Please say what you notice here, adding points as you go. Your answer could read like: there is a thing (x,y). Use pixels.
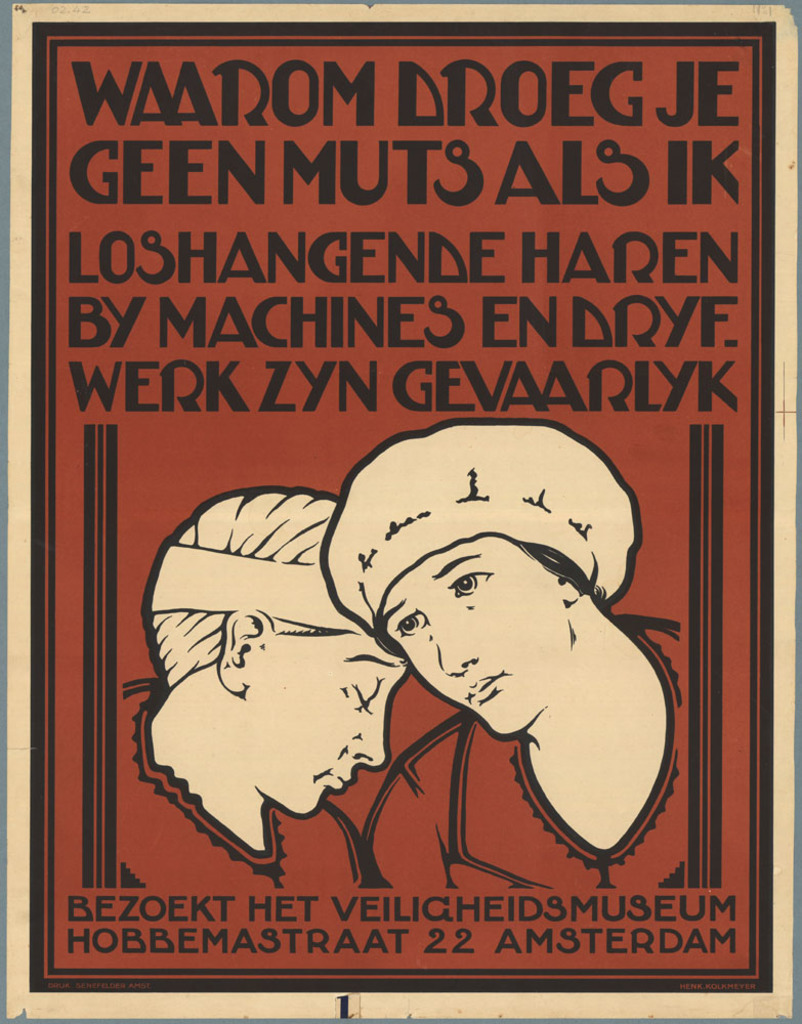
In this image I can see two persons (483,649) and I can see something is written on the image and the background (206,423) is in brown color.
